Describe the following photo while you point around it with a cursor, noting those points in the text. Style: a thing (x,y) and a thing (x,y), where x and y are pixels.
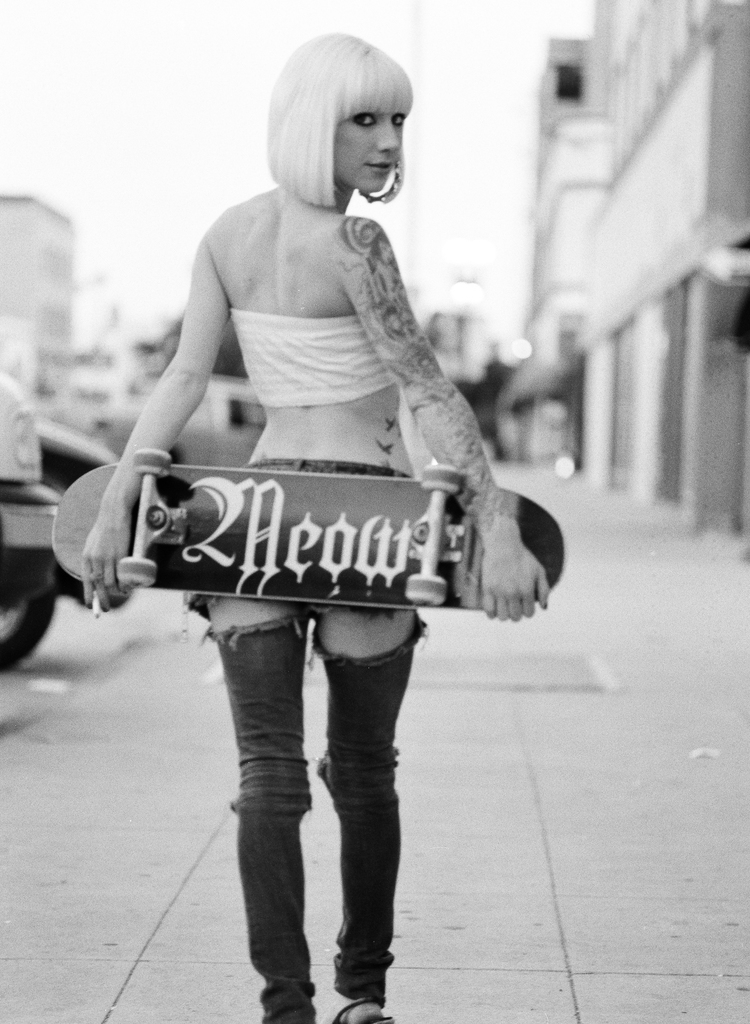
In this image I can see the person (192,323) standing and holding the skating board (317,557). In the background (693,348) I can see few buildings (675,377) and the image is in black and white.
